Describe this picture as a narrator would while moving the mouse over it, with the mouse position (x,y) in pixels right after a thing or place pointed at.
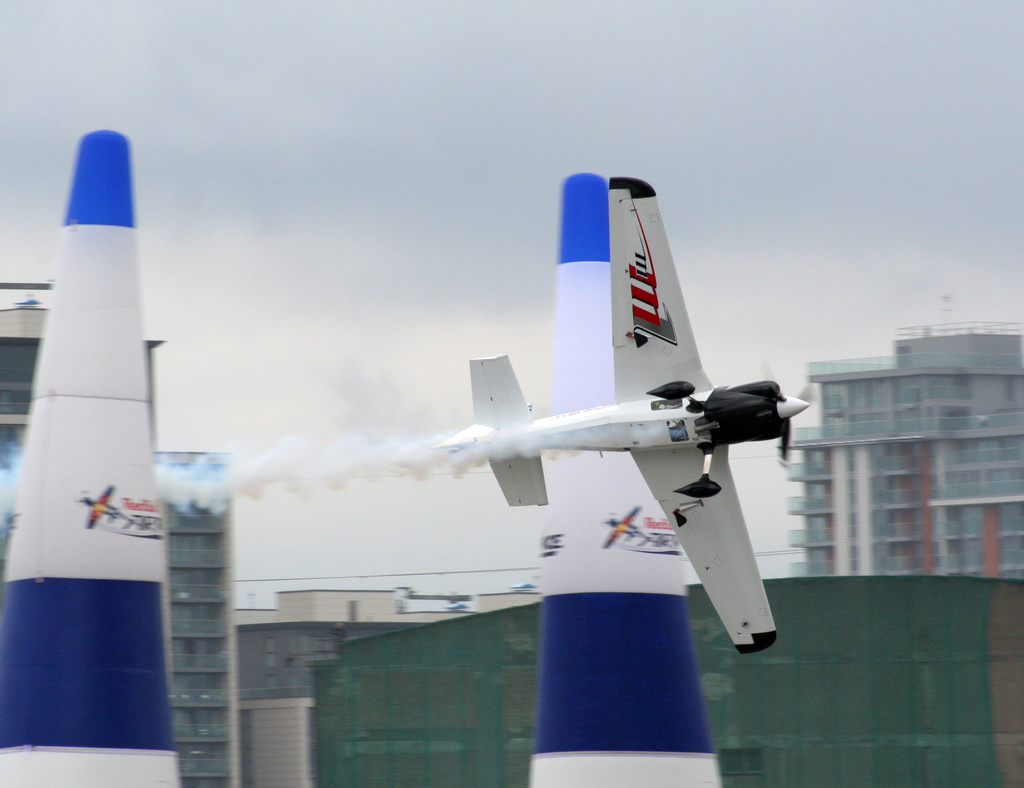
In this image there is an airplane (507,485) flying in the air (754,510). There are few objects (74,647). Background (269,642) there are buildings (317,684). Top of the image (318,152) there is sky (347,177).
